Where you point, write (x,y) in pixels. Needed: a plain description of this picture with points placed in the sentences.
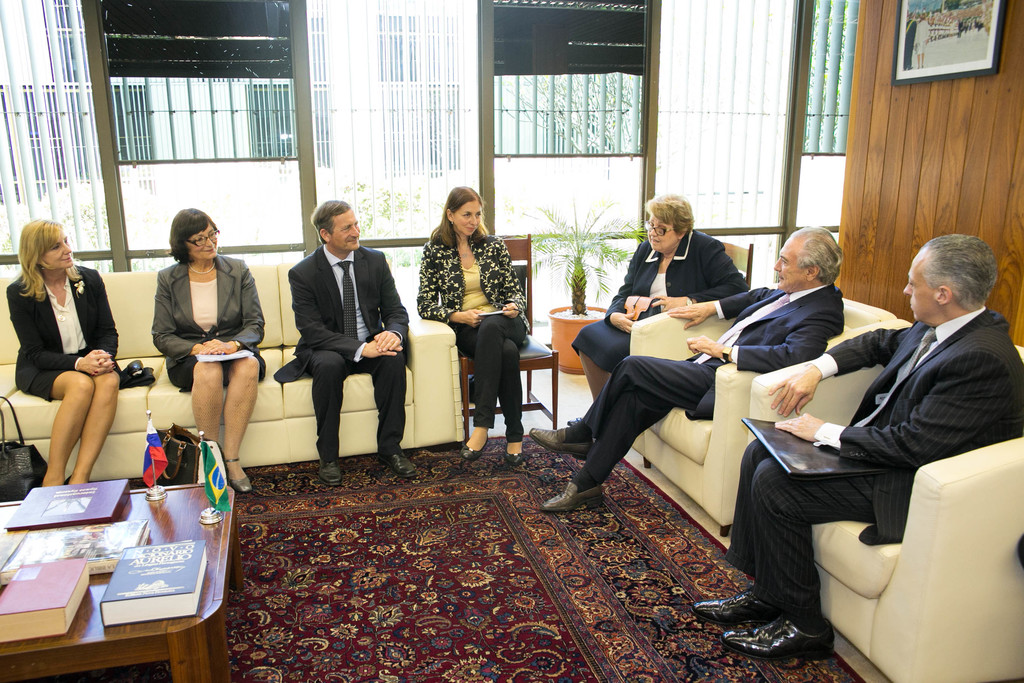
In this picture I can see group of people (244,350) are sitting on sofas (277,326). One woman (511,308) is sitting on the chair (538,349). Among them some are wearing suits (885,442). In the background (600,130) I can see windows (588,121) and plant pot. On the left side (215,560) I can see a table (229,563) on which I can see books (87,544) and other objects (149,493) on it. On the right side (931,36) I can see a photo (929,40) on the wooden wall (922,190).
